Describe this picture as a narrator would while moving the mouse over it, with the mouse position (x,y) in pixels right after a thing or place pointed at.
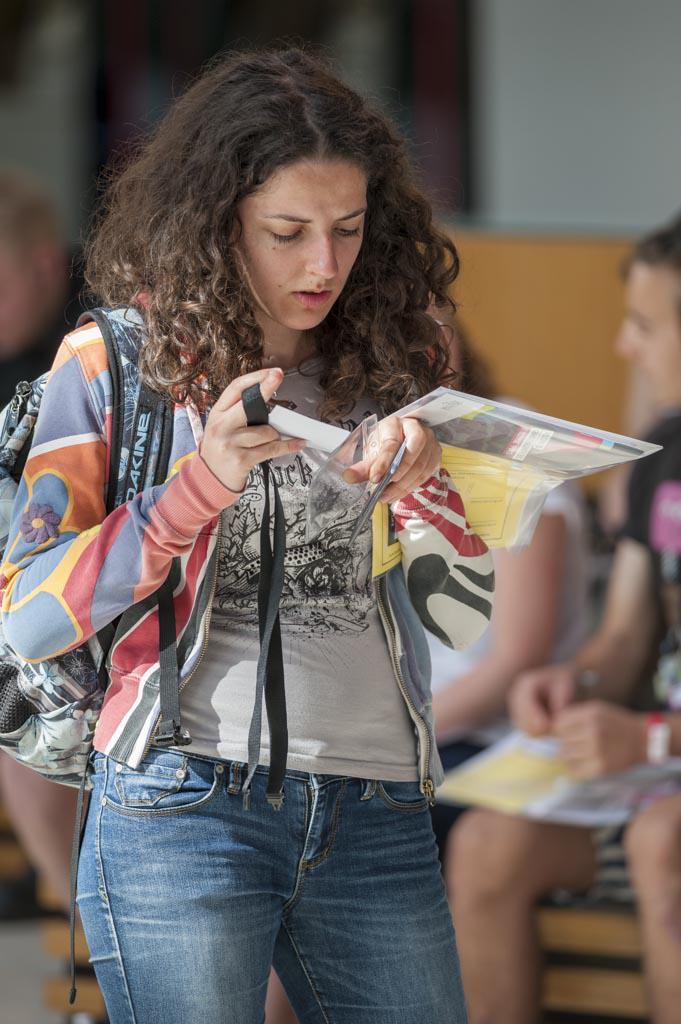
In this image I can see a woman (321,677) wearing grey colored t shirt (304,673), blue jeans (200,872), jacket (128,677) and bag (25,444) is standing and holding few objects (294,427) in her hand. In the background (438,683) I can see few persons (533,667) sitting, the orange colored surface (526,379) and few other blurry objects (409,81).
